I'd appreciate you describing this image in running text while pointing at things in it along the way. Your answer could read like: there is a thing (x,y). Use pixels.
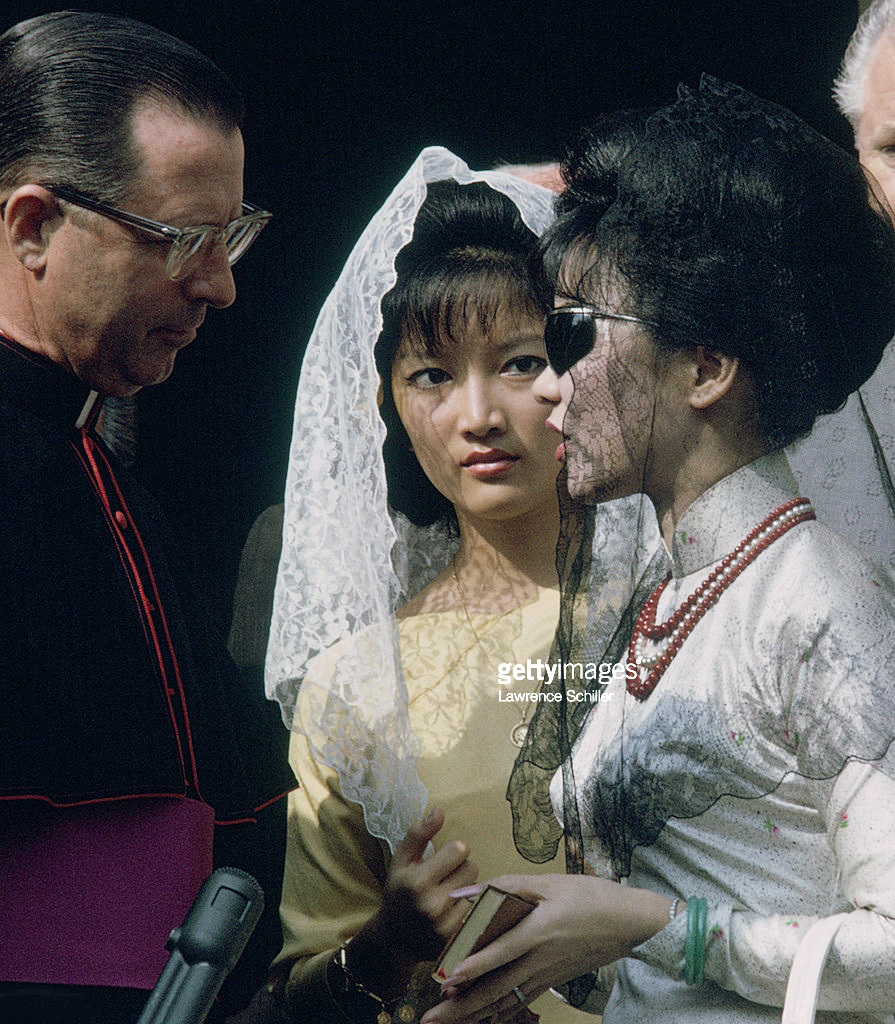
In the center of the image (355,406) there is a lady (372,326) wearing a yellow color dress (323,791) and besides her there is another lady (758,107) wearing a white color dress (859,634) and sunglasses (600,315). At the left side of the image (150,619) there is a man (133,393) wearing black color dress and spectacles (237,263). At the center of the image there is a text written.
